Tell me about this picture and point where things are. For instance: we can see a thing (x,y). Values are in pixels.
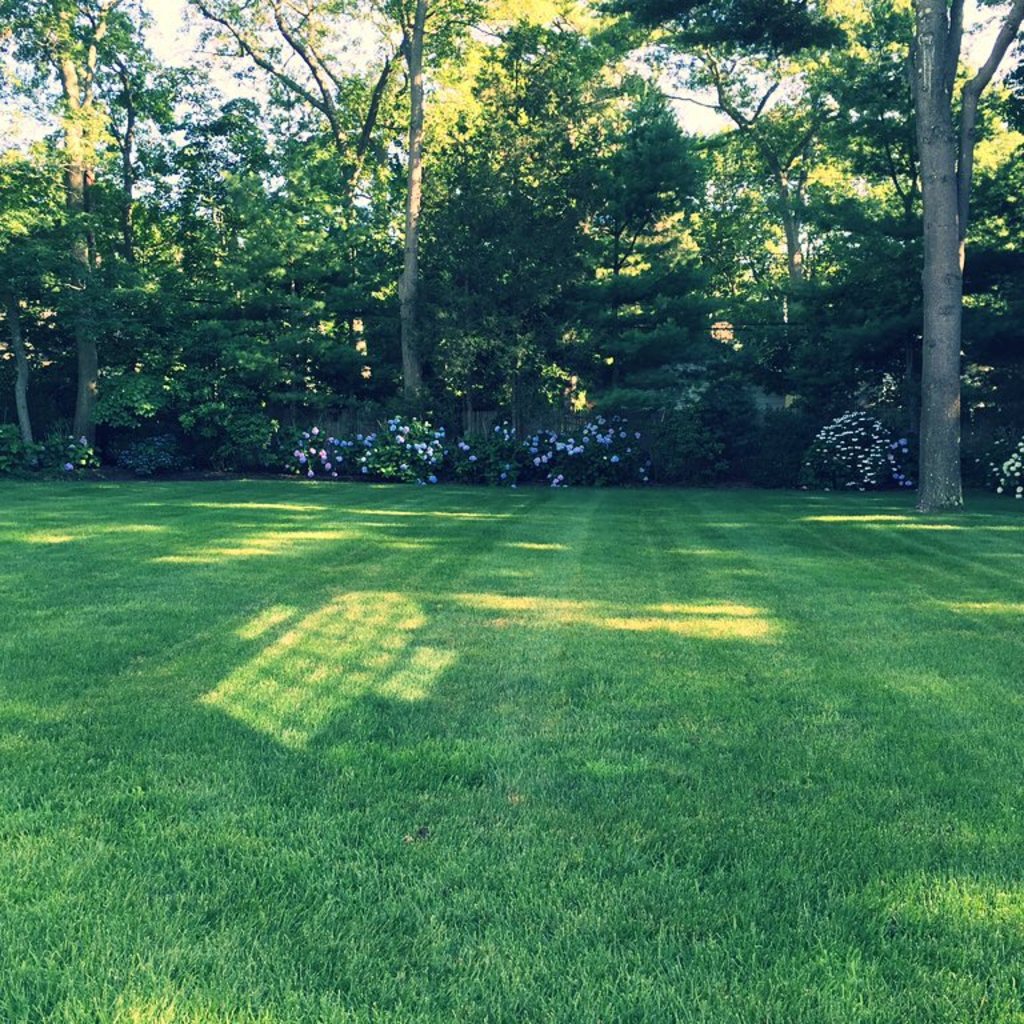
This image is taken outdoors. At the bottom of the image (314,888) there is a ground (659,907) with grass (547,531) on it. In the middle of the image (393,383) there are many trees (391,303) and plants (792,438). In the background (692,91) there is a sky (228,34).
